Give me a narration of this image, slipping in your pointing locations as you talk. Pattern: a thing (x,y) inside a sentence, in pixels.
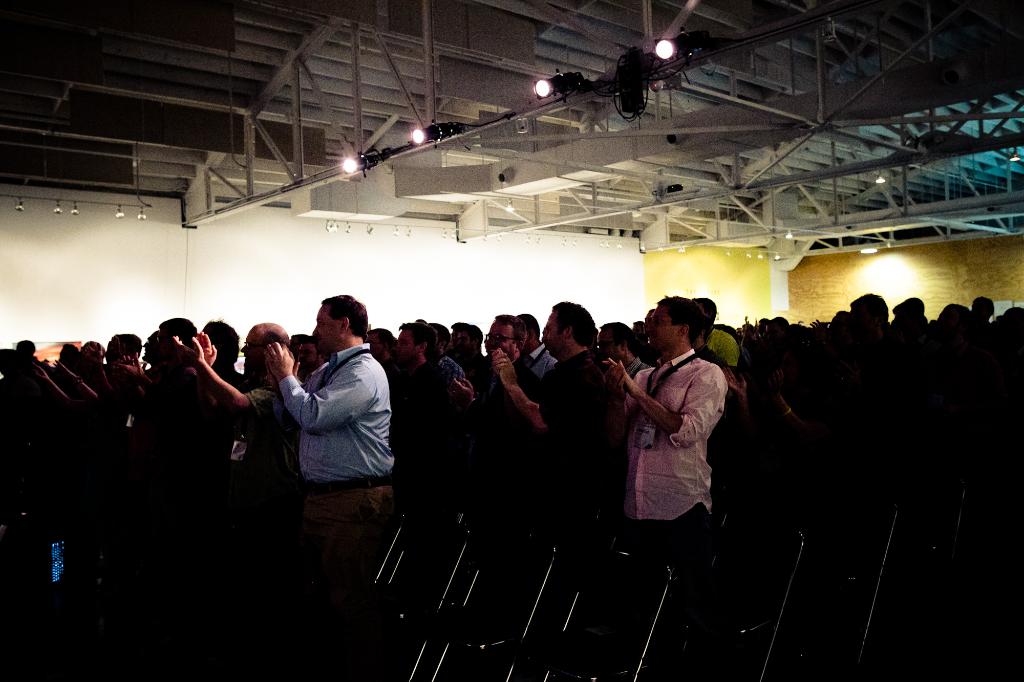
Here I can see a crowd (290,407) of people (363,407) standing facing towards the left side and clapping their hands (64,366). At the bottom (481,627) there are chairs (942,658). In the background (259,293) there is a wall (526,278). At the top of the image (504,100) I can see the ceiling (315,98) along with the metal rods (299,140) and lights (559,82).
